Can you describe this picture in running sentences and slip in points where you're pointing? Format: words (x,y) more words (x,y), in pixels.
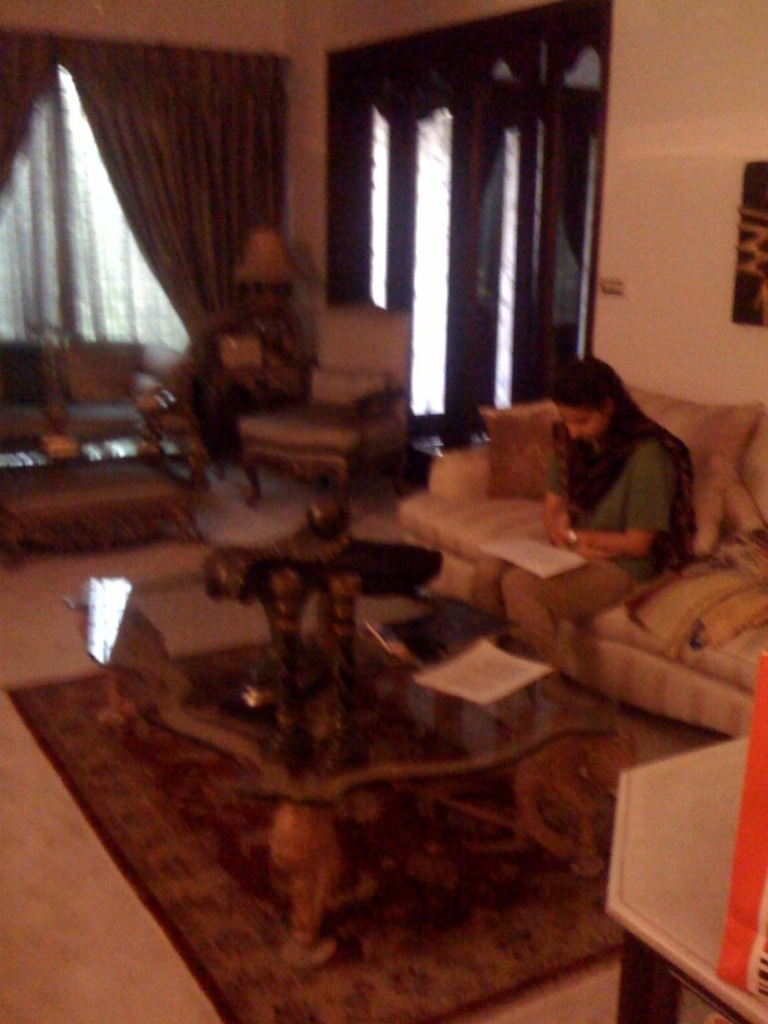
In the image there is a room (303,774) with the furnished sofas (113,381), tables (165,471), frames (763,236), curtains (187,208) and etc. In the bottom (436,951) there is a mat (180,851) covering the floor (97,943). There is a woman (685,518) sitting on a sofa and reading a book (560,563). In the right (647,983) there is an another table (741,759) and a bag (759,914) on it. In the center (501,360) there is a window (543,110) and a chair (245,417) in front of that window (428,280).
